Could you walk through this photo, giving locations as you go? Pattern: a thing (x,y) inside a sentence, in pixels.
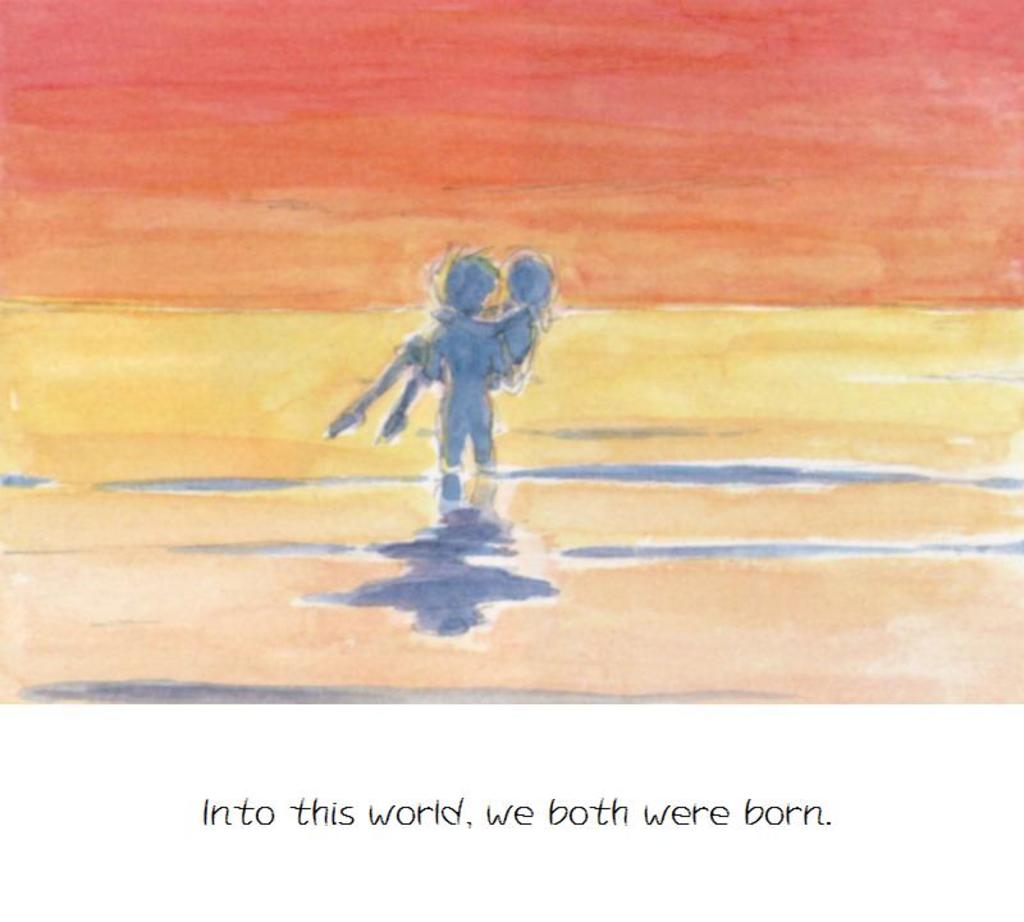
In this image we can see the painting (530,437) of two persons (486,425). We can also see a water body (625,409) and the sky (731,282). On the bottom of the image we can see some text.
